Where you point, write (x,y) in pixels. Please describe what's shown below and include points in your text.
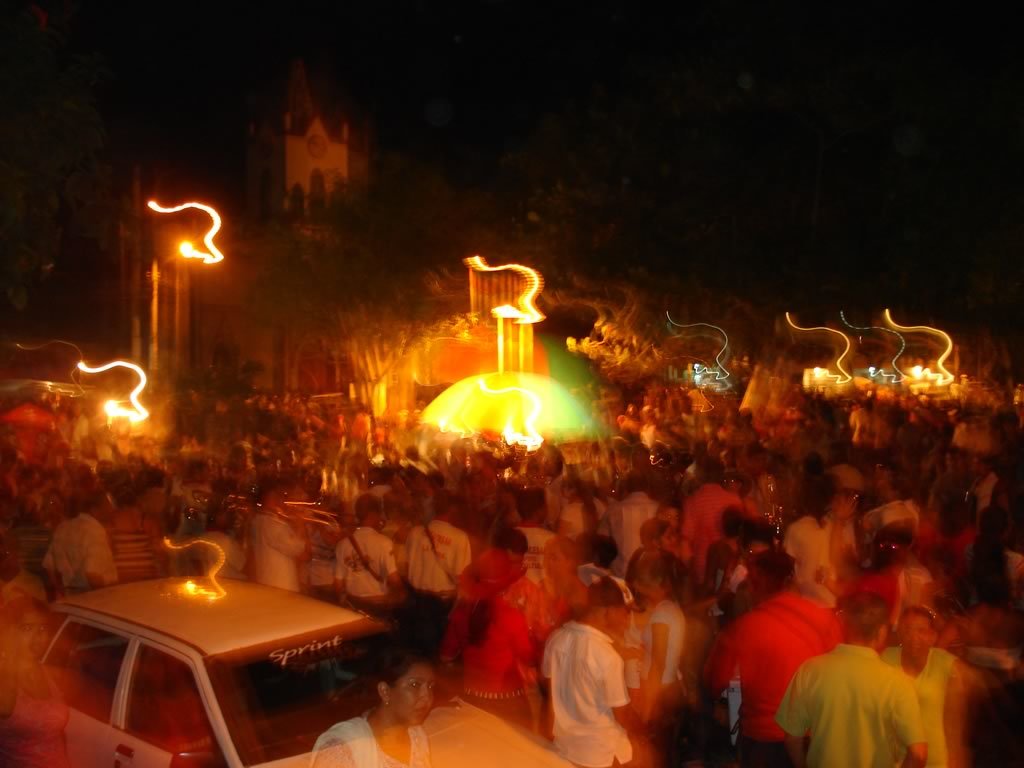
In this picture we can see a group of people (603,525) on the path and a vehicle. Behind the people (455,517) there is a building (325,197) and a dark background (328,77).
